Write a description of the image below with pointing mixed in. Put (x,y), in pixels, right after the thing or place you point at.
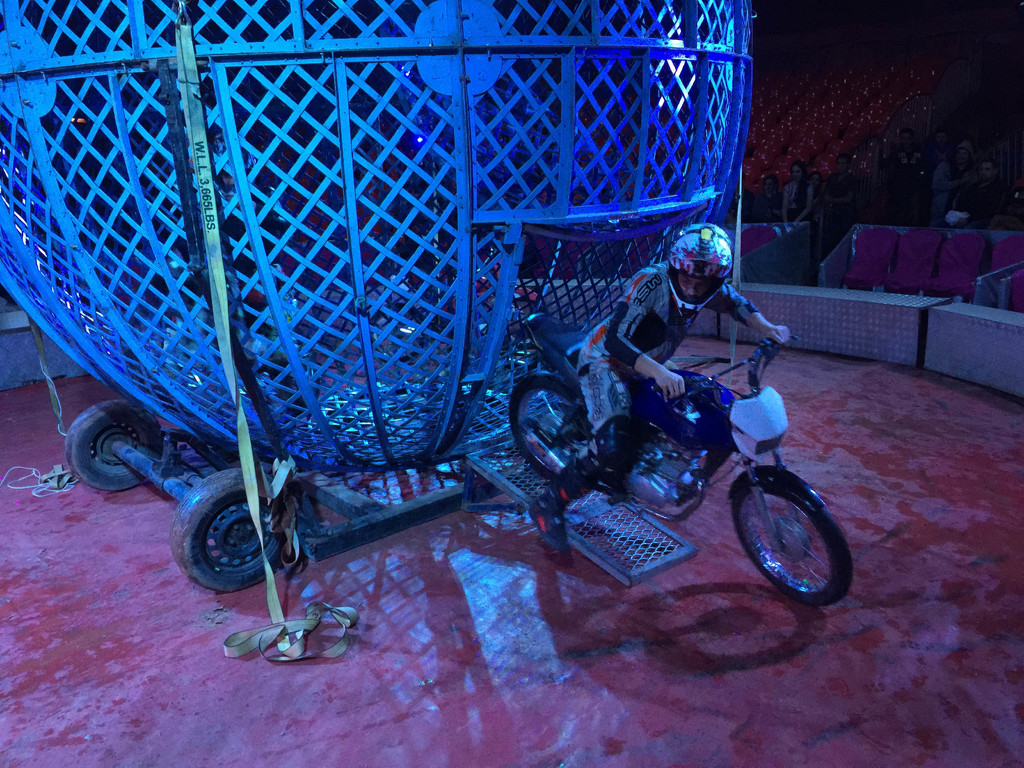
In this image there is a person (595,416) riding a bike (792,472) and there is a cage (255,241) on the wheels (76,420). In the background (899,186) there are persons (902,197), there are empty seats (866,251) and in the front (180,134) there are belts (196,122) tied to the cage (303,153).
